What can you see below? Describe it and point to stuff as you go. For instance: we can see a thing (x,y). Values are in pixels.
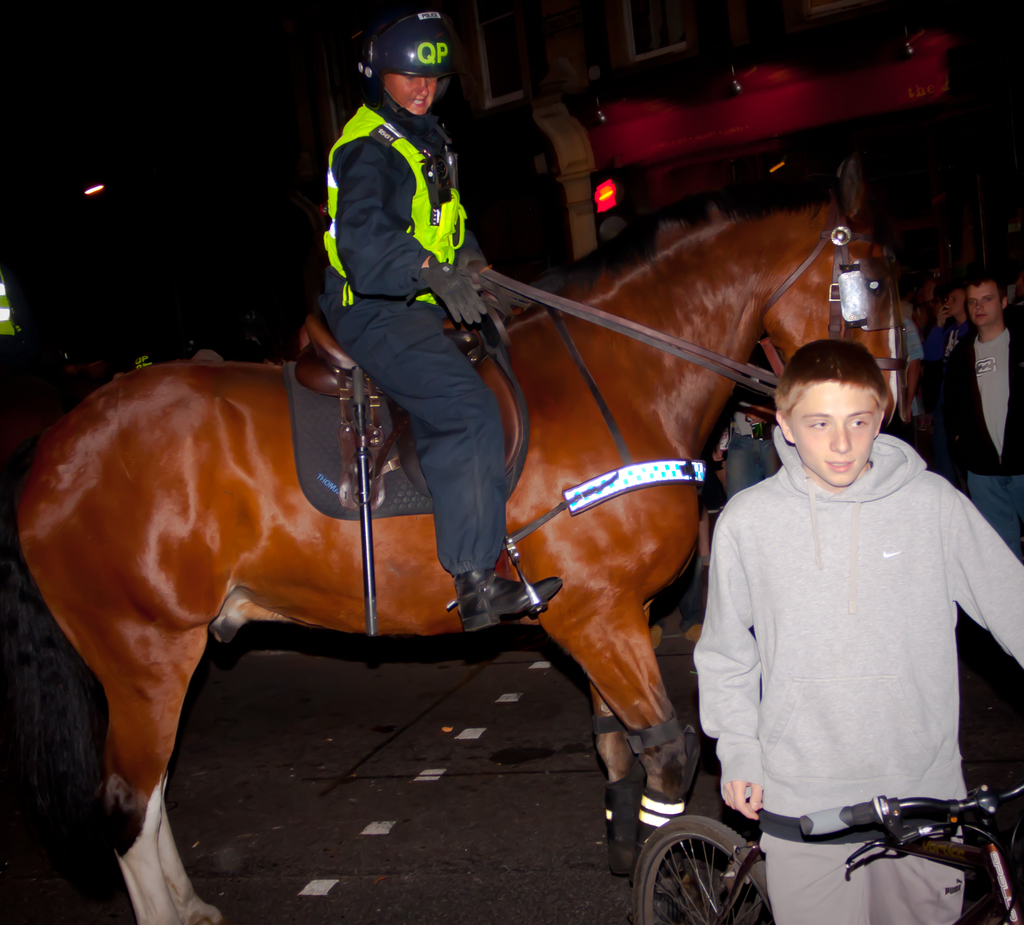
In this picture we can see a man (424,41) who is sitting on the horse (553,462). This is road (408,860) and there is a man (856,412) on the bicycle (933,799). Here we can see few people (1003,346) are standing on the road (367,885). On the background (827,112) there is a building (714,169). And this is the light (602,200).
